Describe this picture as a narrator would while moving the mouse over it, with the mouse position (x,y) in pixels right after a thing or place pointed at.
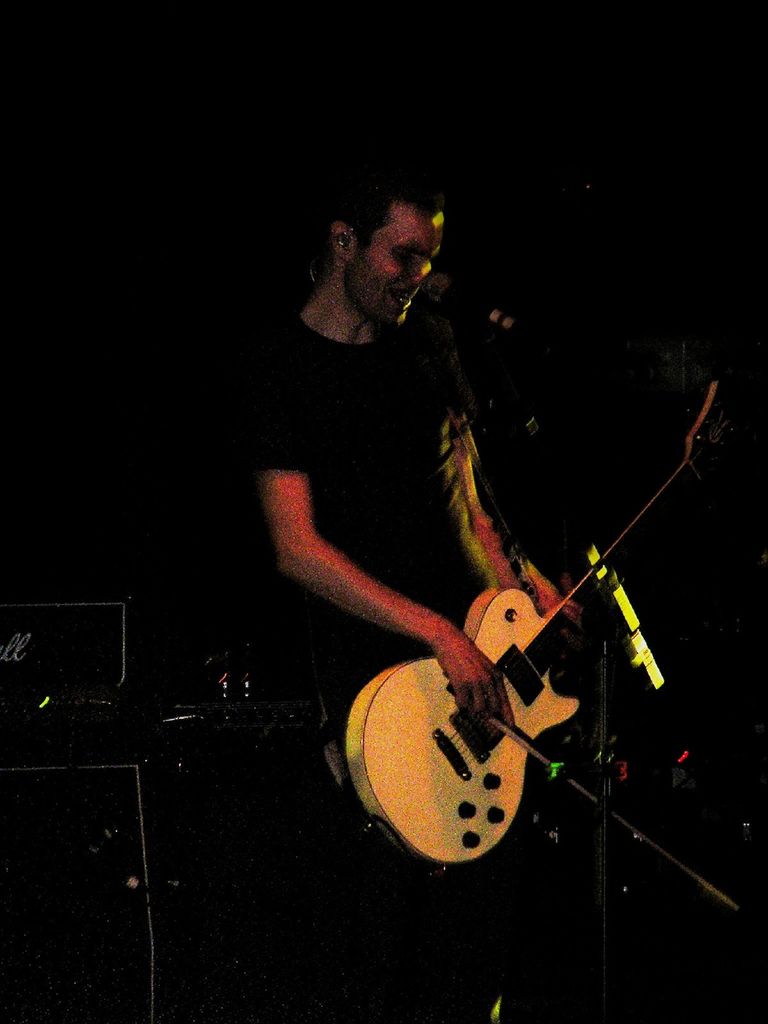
Here we can see a person (304,465) seems like singing. He is also having guitar (394,729) but seems like not playing now. It looks like musical concert.
